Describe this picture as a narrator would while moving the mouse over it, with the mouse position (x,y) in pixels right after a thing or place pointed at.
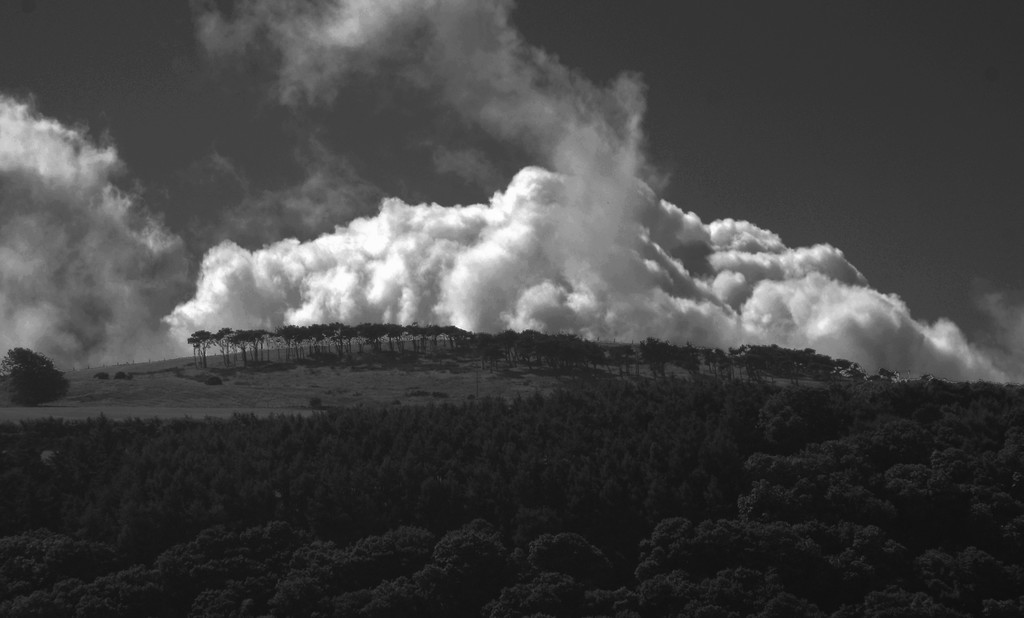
In this picture I can see the trees (515,474) in the middle (679,404), at the top (649,113) there is the sky (649,243). This image is in black and white color.
